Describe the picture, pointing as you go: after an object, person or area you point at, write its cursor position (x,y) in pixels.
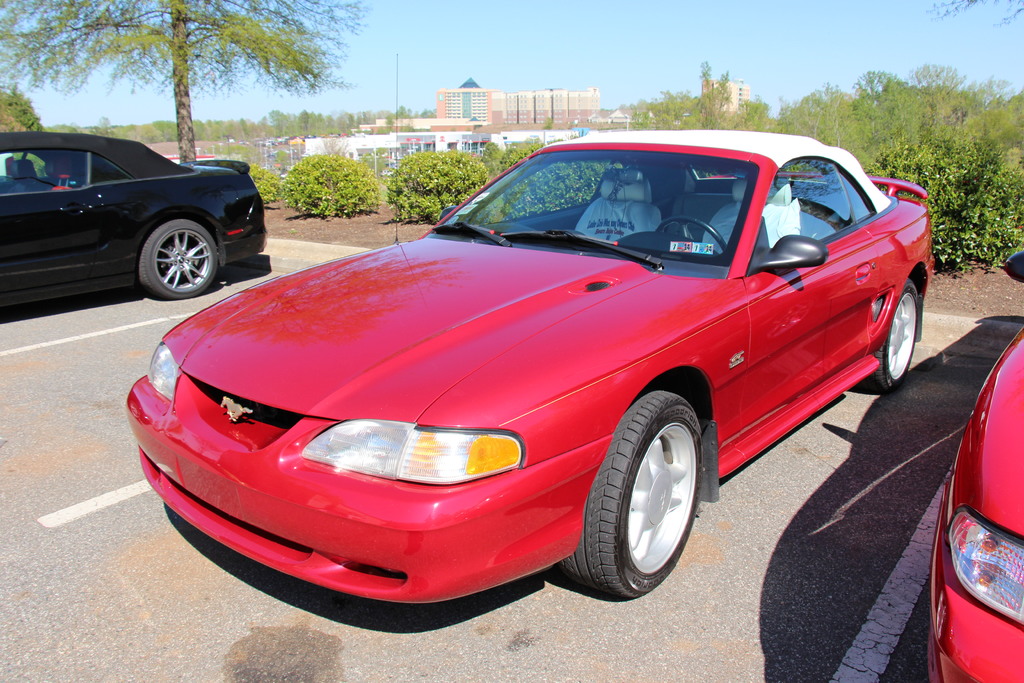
In this image I can see a road (123,504) in the front (28,471) and on it I can see two red colour cars (512,330) and a black colour car (173,235). In the background (399,186) I can see number of plants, number of trees (963,109), number of buildings (556,134) and the sky (386,68).
